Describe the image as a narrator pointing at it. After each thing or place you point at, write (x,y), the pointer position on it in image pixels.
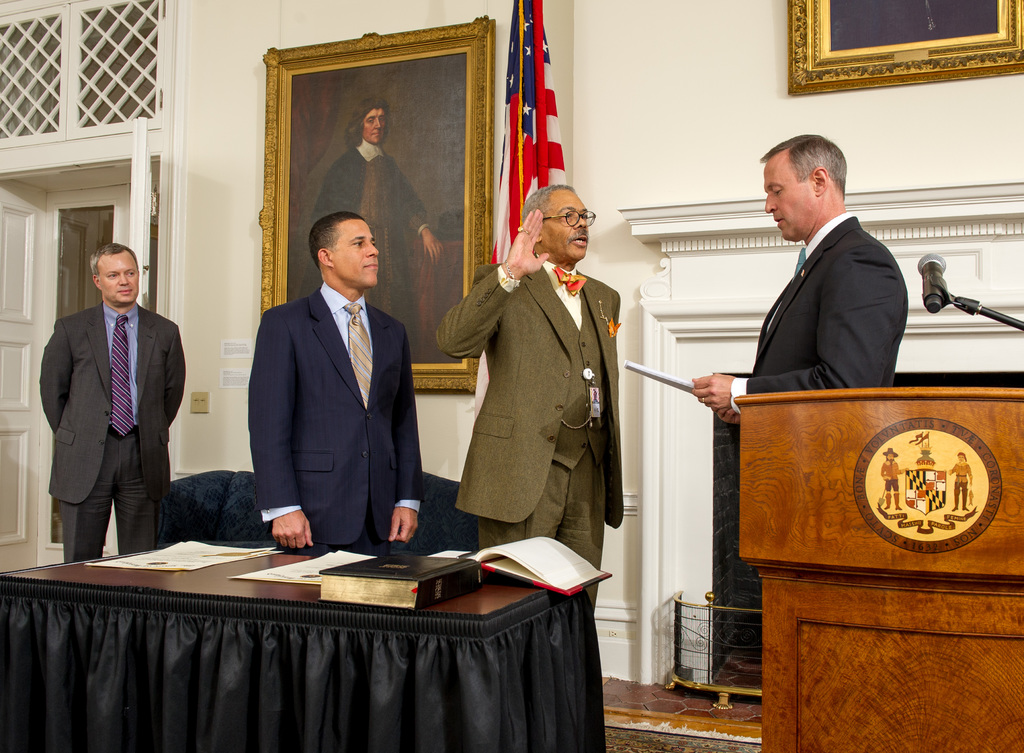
In this picture there are three people (510,314) standing in front of the table (30,642) on which there are some papers (354,561) and books (429,568) and beside them there is a person (801,226) in black suit (860,239) who is standing in front of the desk (962,396) on which there is a mic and behind them there is a flag (519,87) and two frames (421,162) to the wall (1009,97).
